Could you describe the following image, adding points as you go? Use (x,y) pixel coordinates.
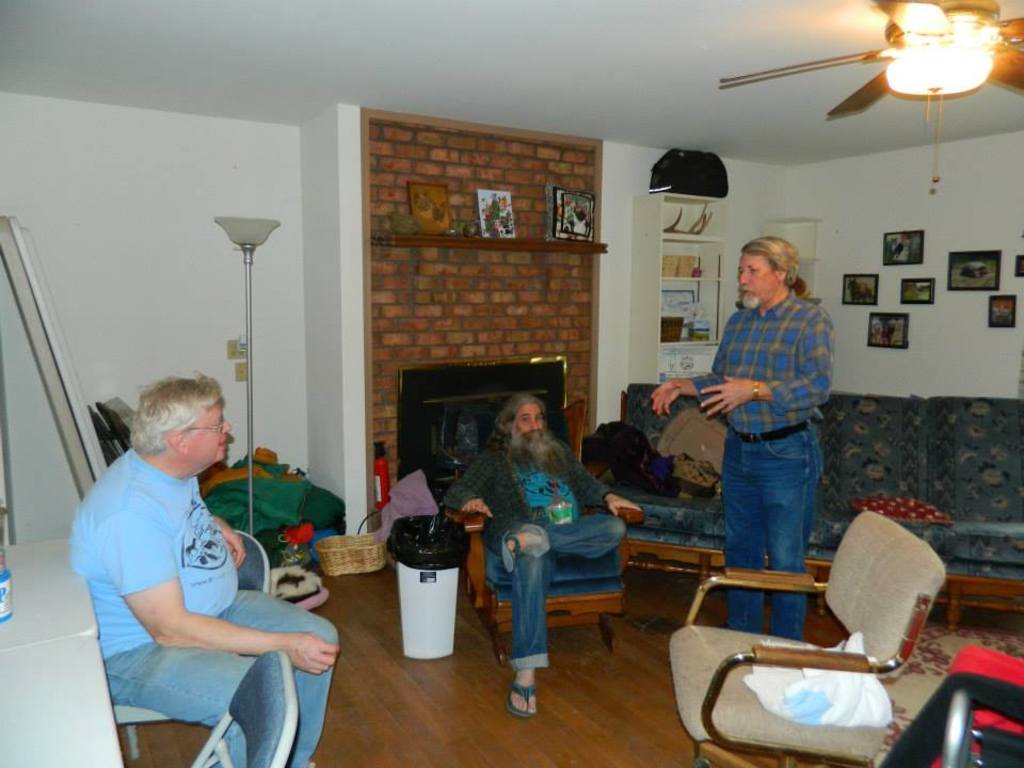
It is a closed room (337,621) where the picture is taken and in the middle (528,487) one man (528,487) is sitting on the chair (478,594) and beside him there is one basket (371,554) one bin (430,555) and behind him there is one fire place (539,376) and brick wall (415,346) on which there are some photos (493,210) are kept and corner there is one shelf (704,253) and things (684,301) are kept in it and at the corner of the picture one person (722,379) is standing in blue dress (796,461) and behind him there is one sofa (835,421) and there is a wall (838,289) with photos (916,284) covered on it and there is a fan (948,79) in the room (826,105) and at the left corner of the picture (246,662) one person (187,602) is sitting and behind him there are some things (289,470) kept at the corner and there is one table (86,693) and chair (286,726).
